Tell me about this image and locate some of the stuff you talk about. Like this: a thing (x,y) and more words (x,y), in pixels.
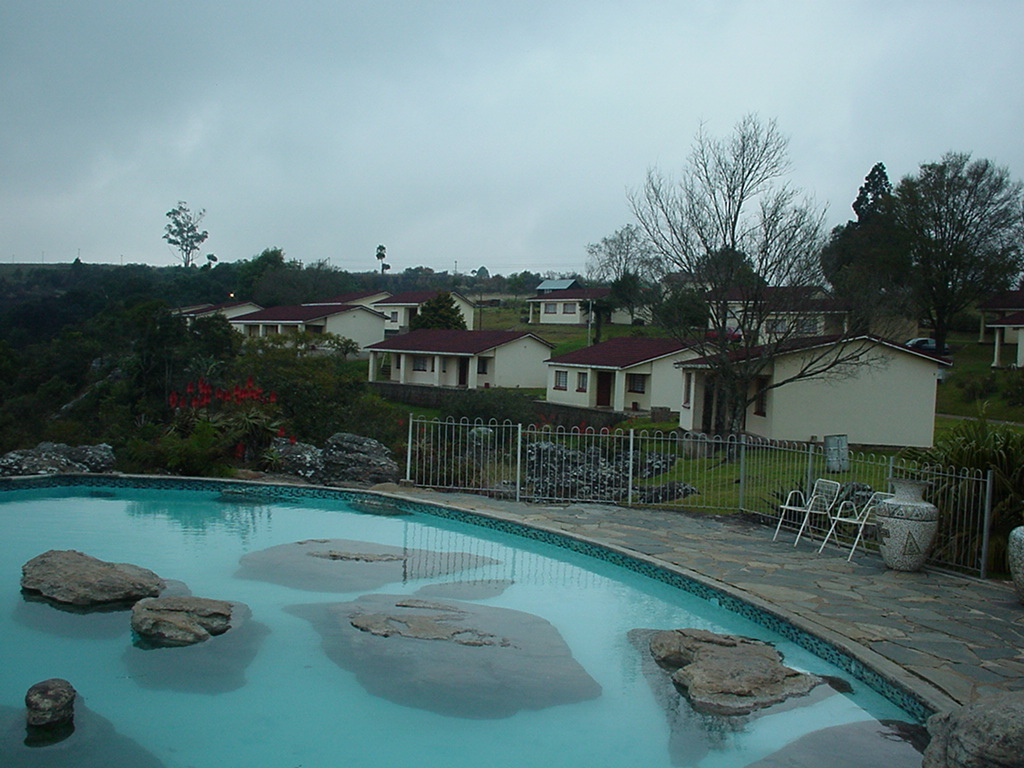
In this image a swimming pool (354,542), in the pool (281,525) I can see a stones (190,630) and water (174,596) and in the middle (419,340) I can see houses (648,340) and fence (678,441), in front of the fence (841,511) I can see flower pot (889,519) and two chairs (810,509), in the background (682,120) I can see the sky (699,120) in the sky (623,121) is cloudy, in front of the houses (1011,313) I can see trees (729,304) and plants (391,436) and bushes (373,430).
